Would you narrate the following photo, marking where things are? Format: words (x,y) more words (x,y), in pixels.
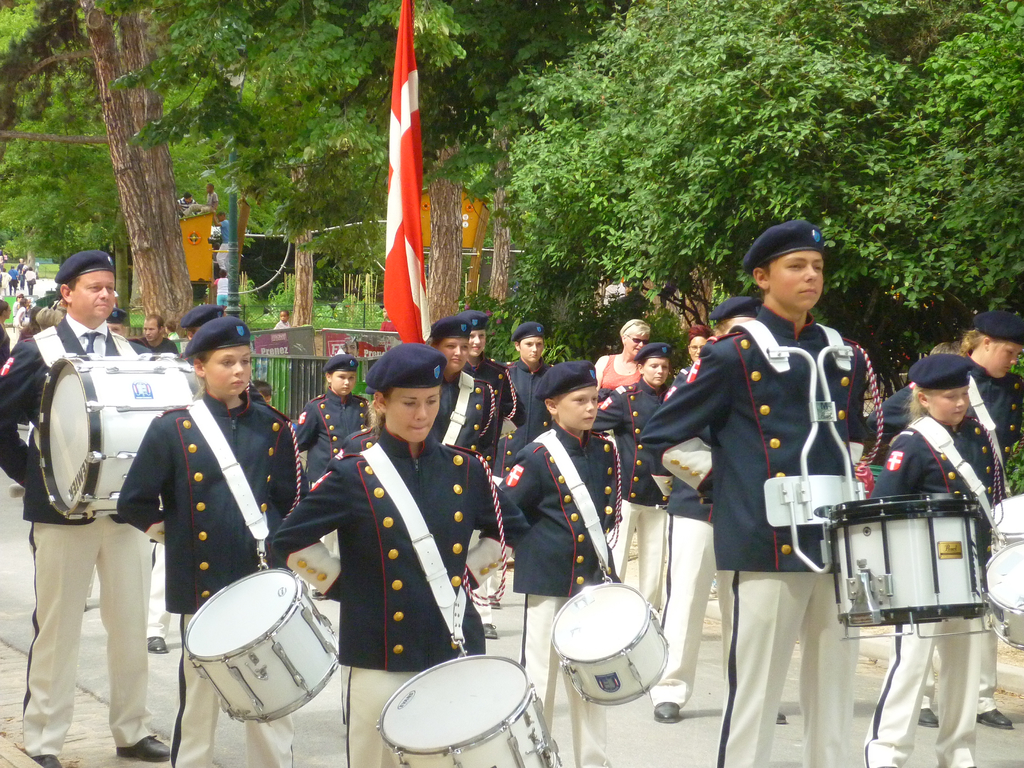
There are so many people (805,540) standing in the road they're carrying drums (621,638) between them there is a flag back side we can see so many people (20,284) are walking on the road side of the road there is a trees (429,53).
